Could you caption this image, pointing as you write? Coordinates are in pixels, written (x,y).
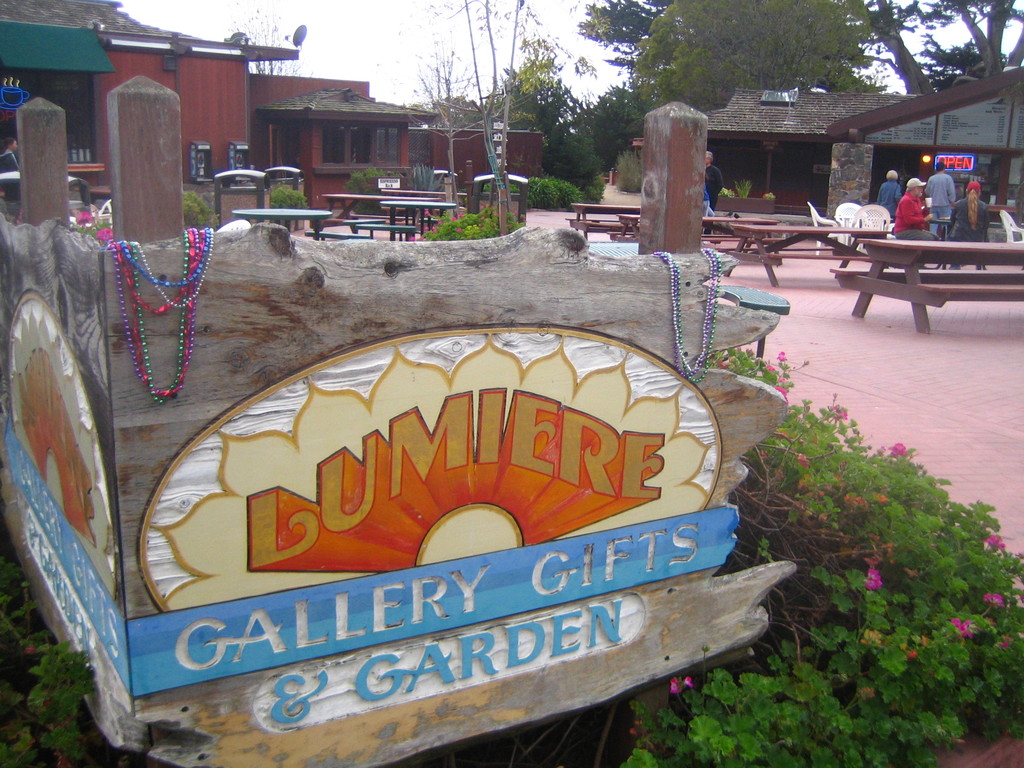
An outdoor picture. These are plants (875,582) with flowers (875,582). Far there are trees (771,45). This is a building (234,61) with roof top (84,21). We can able to see benches (964,282) and tables (789,232). Far this persons (909,191) are standing.
